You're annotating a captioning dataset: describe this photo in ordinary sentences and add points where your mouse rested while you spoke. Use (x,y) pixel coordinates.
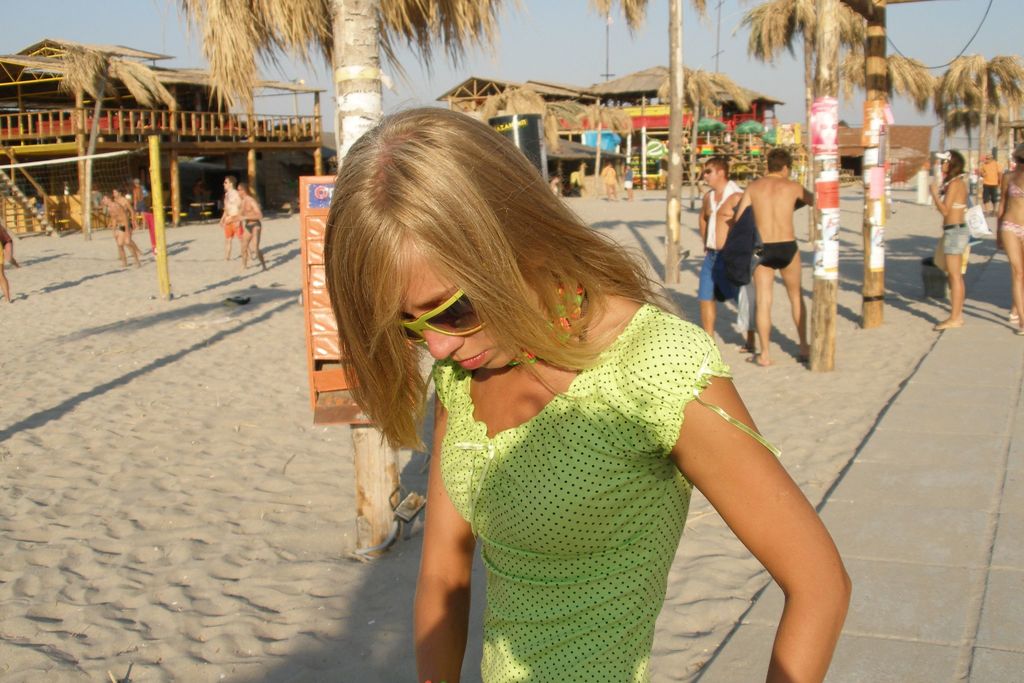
In this picture I can see a person (538,330) wearing goggles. I can see a number of people (721,212) standing on the surface (689,202). I can see sand (265,284). I can see wooden houses (281,181). I can see the wooden grill fence (124,129). I can see wooden railings (60,127) and stairs (11,185). I can see trees (361,95). I can see the sky (515,48).
